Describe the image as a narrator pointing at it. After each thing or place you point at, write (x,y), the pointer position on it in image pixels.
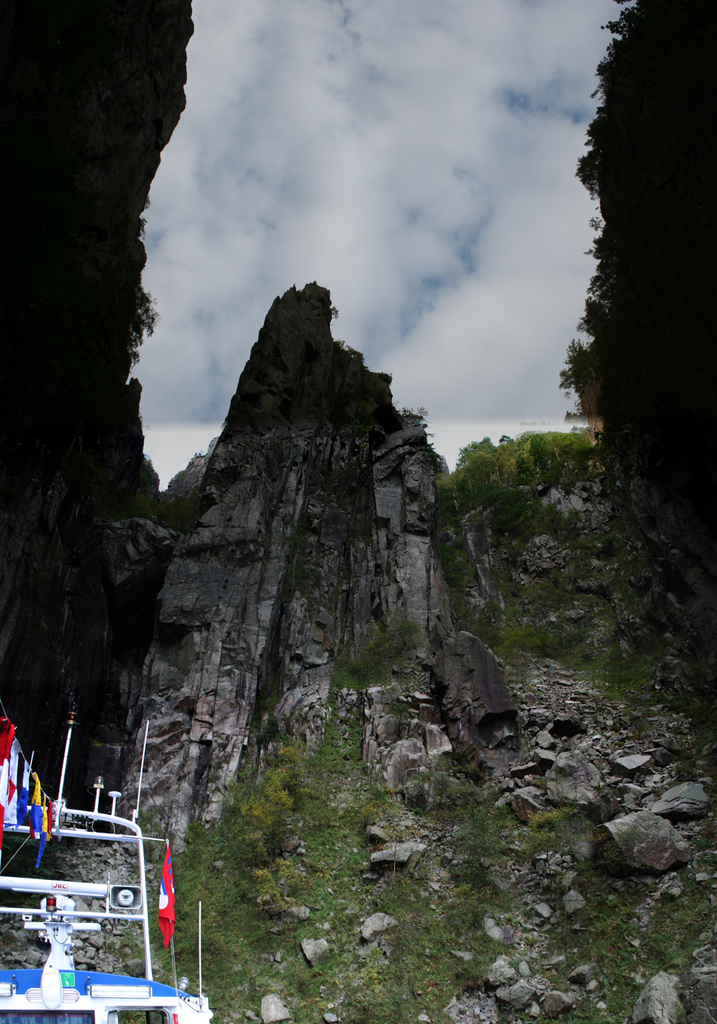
In this image I see a boat (42,881) over here on which there are flags (7,813) which are colorful and I see the sky (284,220) and I see few plants (260,845) over here.
